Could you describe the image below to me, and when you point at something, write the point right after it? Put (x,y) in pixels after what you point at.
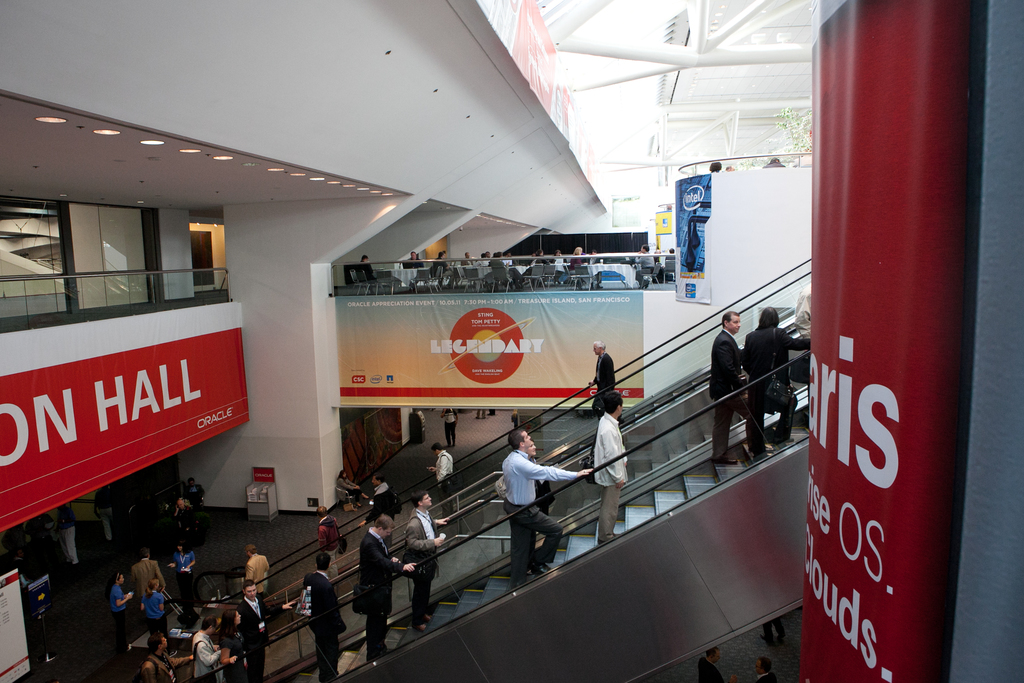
In this image, there are a few people (523,440). We can see some escalators (688,444). We can see the boards (495,362) with some text (462,349) and images (486,362). We can see the ground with some objects (626,268). We can see some chairs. We can see the fence (637,259). We can see some rods (300,551) and we can see the shed (684,90) on the top (696,109). We can see some glass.
